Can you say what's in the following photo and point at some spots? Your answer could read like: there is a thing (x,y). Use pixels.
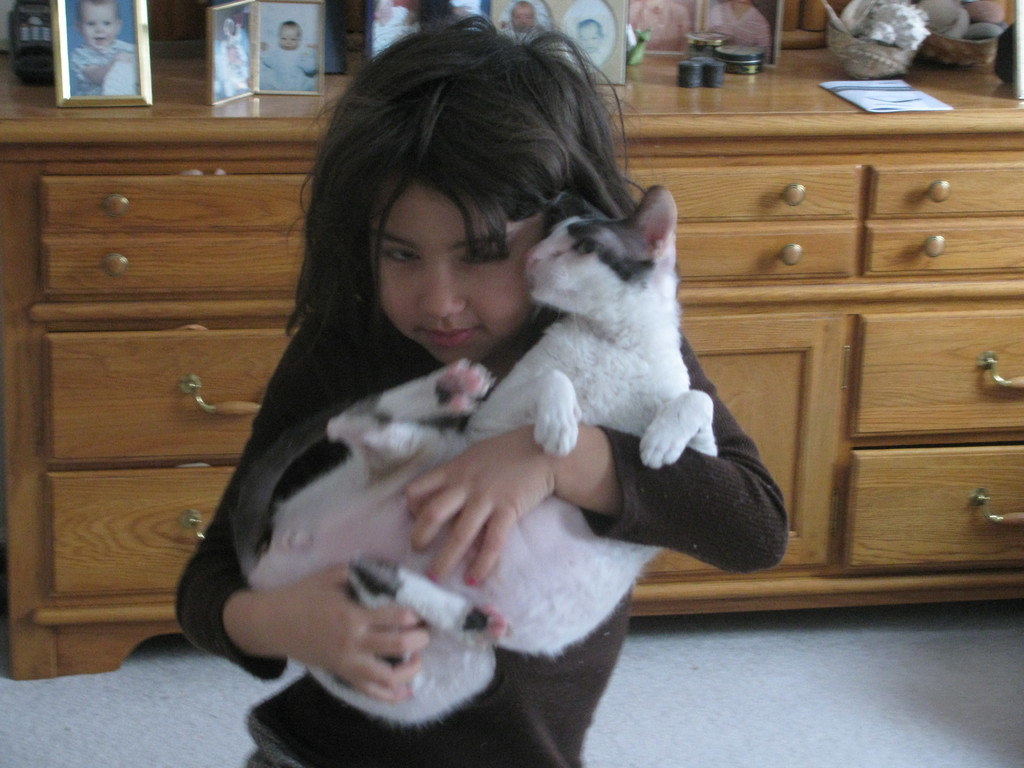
This image is taken inside the room (696,661) where a girl (493,335) is standing in the center (442,410) and holding a cat (513,402) in her hand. In the background (773,125) there is a dresser (753,120) and photo frames (325,37) are kept on this dresser (726,114). At the right side (862,96) on the dresser (790,116) there are baskets (868,53) and paper (877,90).
